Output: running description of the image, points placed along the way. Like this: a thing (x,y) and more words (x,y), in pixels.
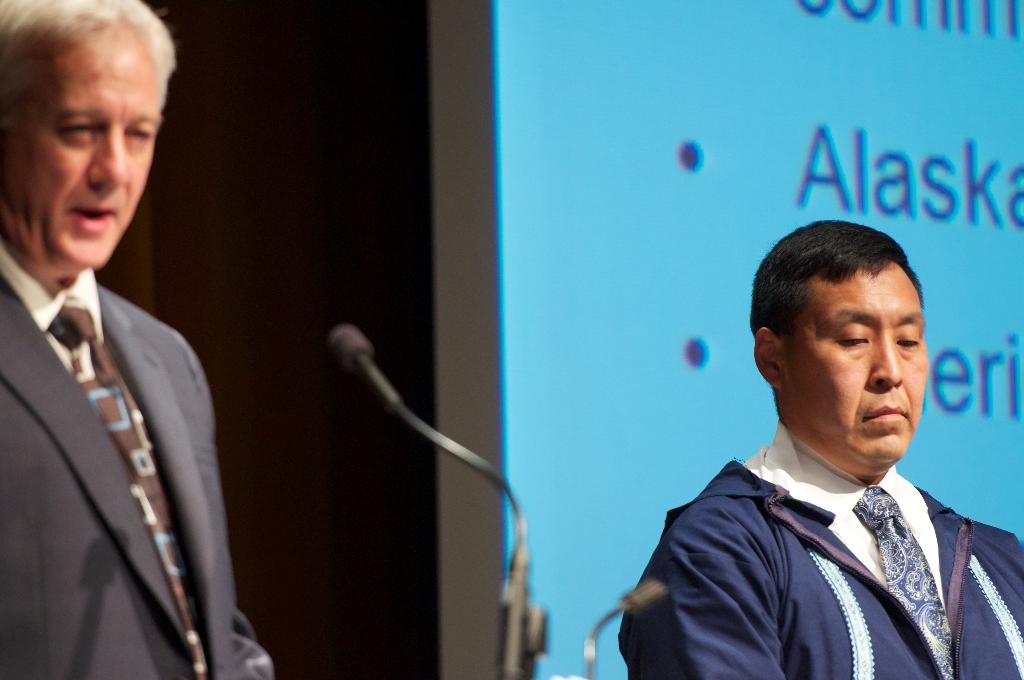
In this image, we can see persons (187,549) wearing clothes (66,373). There are mics (631,598) at the bottom of the image (590,658). There is a screen (620,468) on the right side of the image (958,462).
